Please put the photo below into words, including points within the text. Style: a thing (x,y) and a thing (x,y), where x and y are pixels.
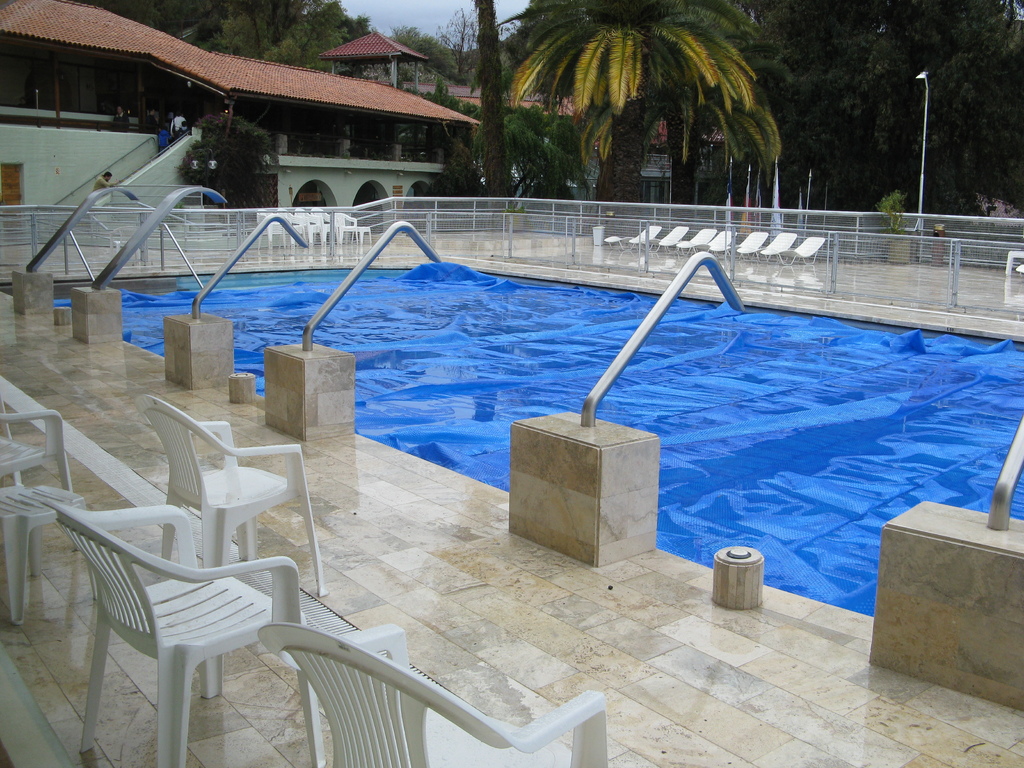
There are white color chairs (298,480) arranged on the floor (984,270) of a swimming pool (547,336), which is having blue color cover (692,405) on it. There are poles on the floor (648,563) and there is fencing (99,225) on the floor (753,293). In the background (275,143), there are buildings (67,69) which are having roofs (48,11), there are trees (503,62) and there is a sky (391,13).
